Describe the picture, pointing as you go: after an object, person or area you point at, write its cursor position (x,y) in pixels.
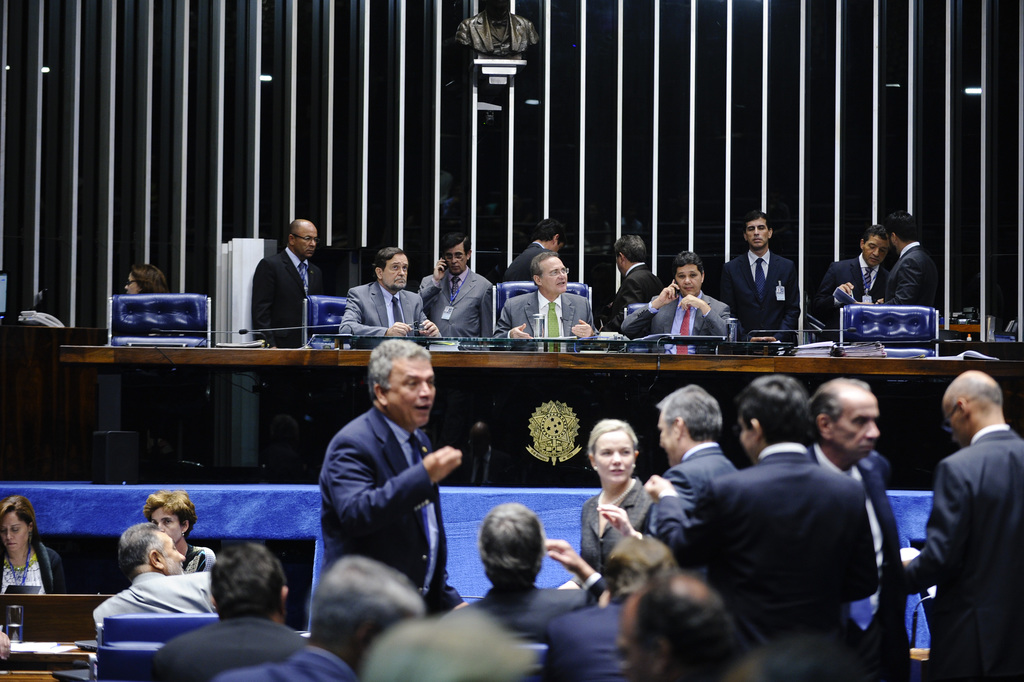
In this picture we can see a group of people (262,293) sitting on the dais (340,348) and discussing, speaking in their mobiles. In front of them there are few people (592,534) standing and discussing. In the backdrop (507,22) we have a statue (519,45).
